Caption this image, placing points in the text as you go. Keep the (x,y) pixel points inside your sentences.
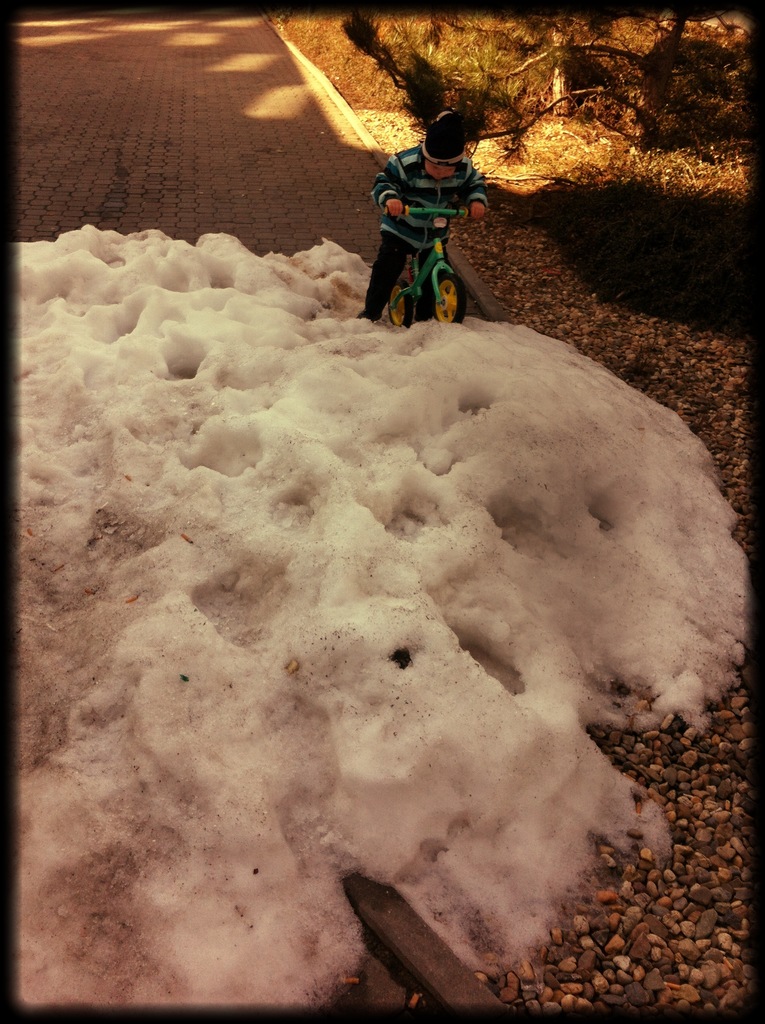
In this image I can see a path (159,123) and on it I can see snow (150,304). I can also see a boy (475,171) and I can see he is holding a green colour bicycle (437,243). I can see he is wearing a cap (429,141), a jacket (401,171) and black pant (385,273). On the right side of this image (611,357) I can see number of stones (647,380) and on the top right side (670,98) I can see branches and leaves (729,157) of a tree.
